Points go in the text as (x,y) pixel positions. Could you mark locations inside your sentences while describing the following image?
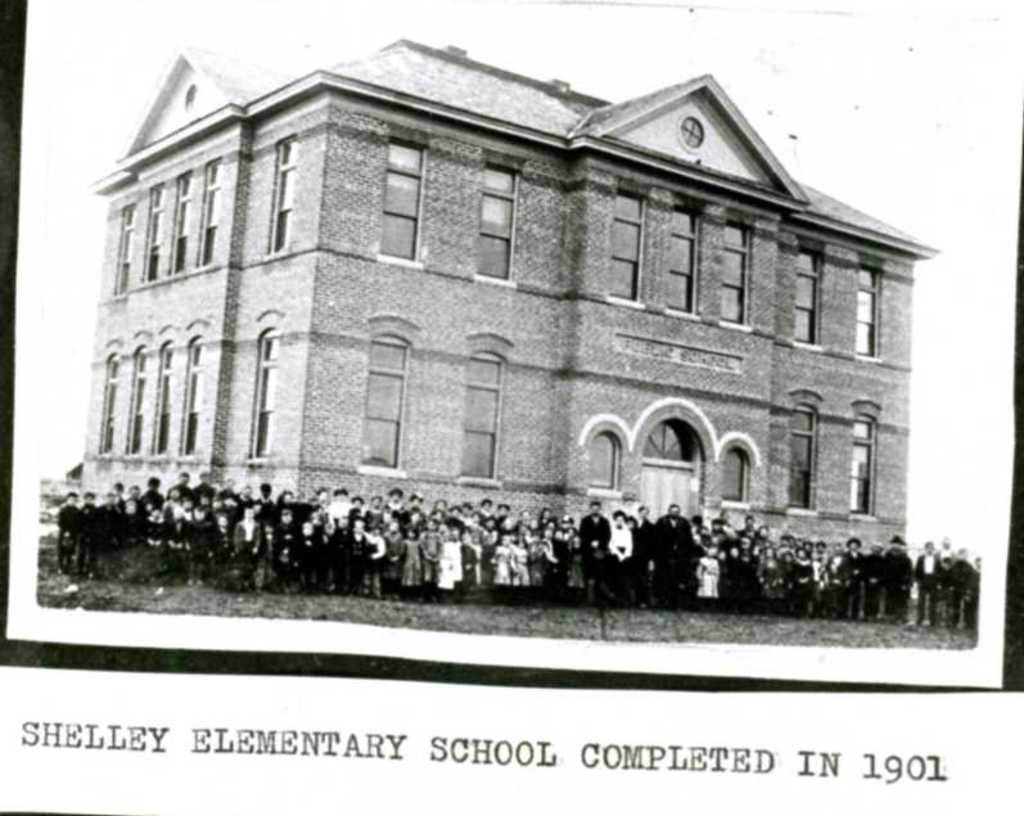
In this image there is a black and white photo of a building (454,473), in front of the building (815,537) there are so many people (510,561) standing and there is some text (886,767).
